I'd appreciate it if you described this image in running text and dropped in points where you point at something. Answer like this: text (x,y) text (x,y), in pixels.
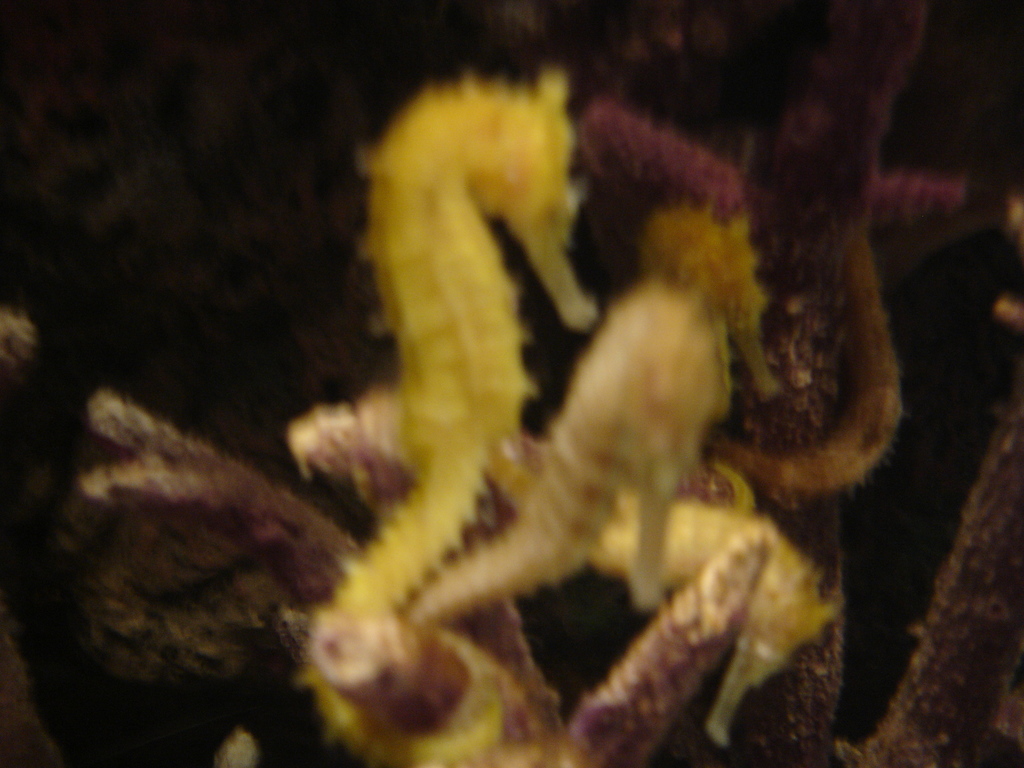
In this image we can see the seahorses (638,398). In the background of the image (134,47) there is a blur background (1012,81).
